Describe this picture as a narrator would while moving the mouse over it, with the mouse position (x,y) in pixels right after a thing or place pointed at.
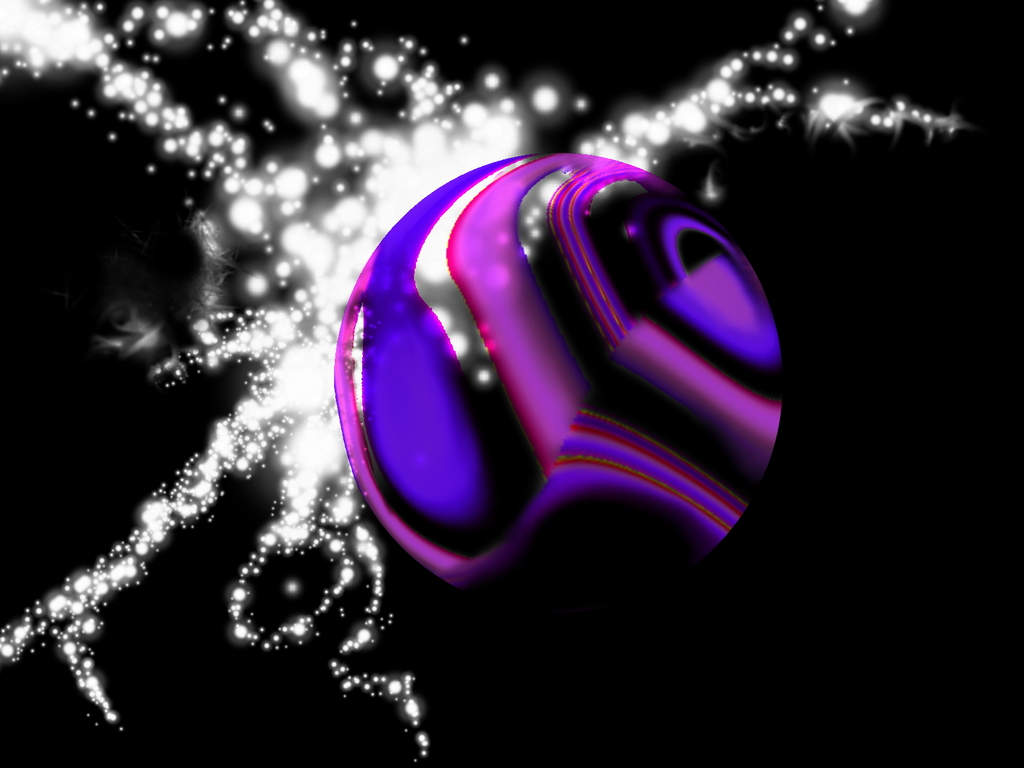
In the image we can see there is a colourful pink and purple colour sphere (459,413) and there is a white colour sparkle (270,316). Background of the image (118,174) is dark.
